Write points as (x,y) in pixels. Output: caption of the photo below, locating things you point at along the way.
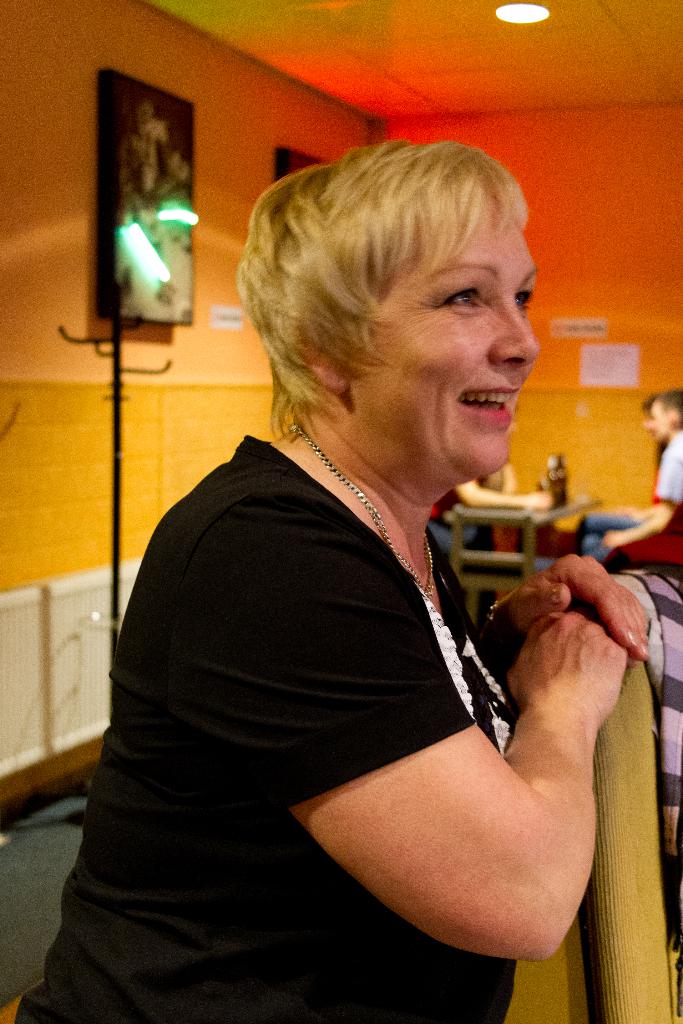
In the center of the image (323,465) we can see a woman (299,818). On the right side of the image (620,608) we can see persons hand (582,589). In the background (22,228) we can see photo frames (142,209), wall (613,497), persons (666,473) and beverage bottles (554,475) on table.
